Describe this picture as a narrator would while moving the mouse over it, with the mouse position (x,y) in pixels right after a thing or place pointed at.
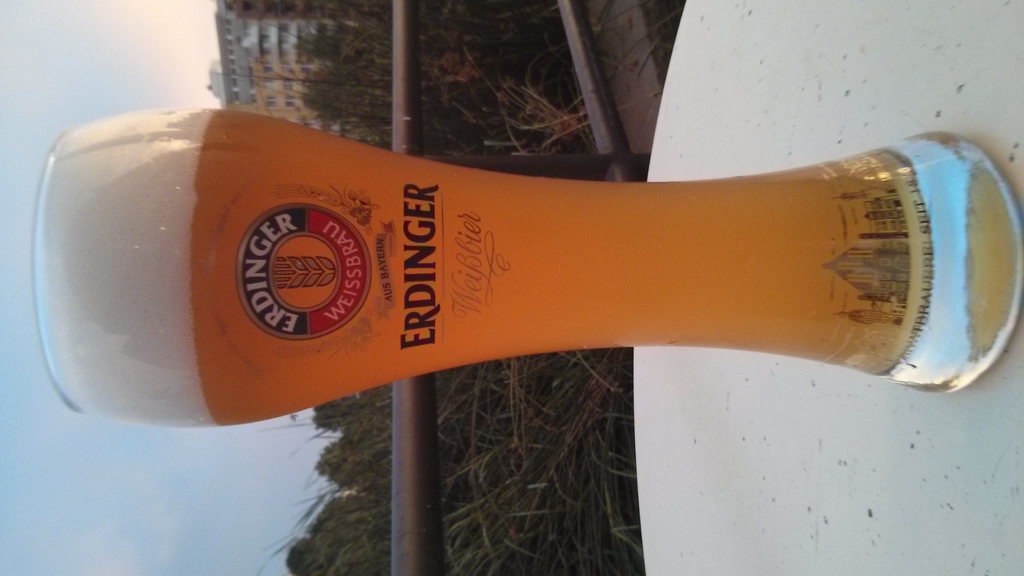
In this image we can see there is a glass of beer (400,308) on the table (752,481). There are trees (316,537). There is a building (292,96). In the background (75,107) we can see the sky (89,111).
